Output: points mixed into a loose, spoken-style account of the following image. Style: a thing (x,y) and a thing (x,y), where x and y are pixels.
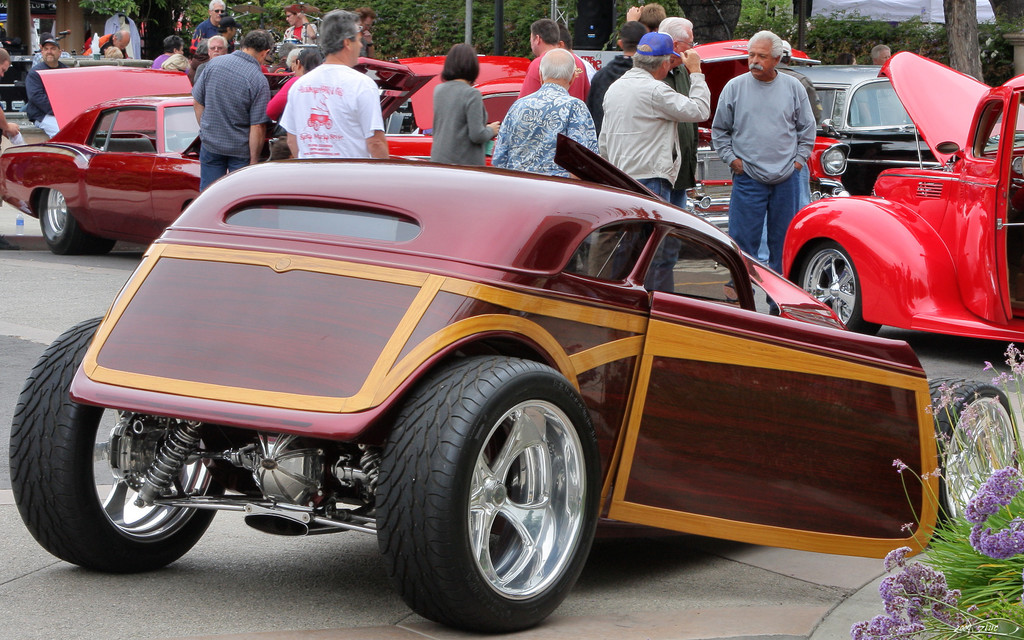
This is an outdoor picture. On the right side of the picture (968,539) we can see a flower plant (952,590). this is the road (681,609) and there are so many cars (660,297) on the road (662,591) and in between the cars (824,141) we can see few people (617,115) discussing something and few are walking on the road (667,609). On the background of the picture (955,18) we can see trees (459,12) and also few people (222,22) over there. On the left side of the picture (19,225) we can see a water bottle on the road (17,293).
